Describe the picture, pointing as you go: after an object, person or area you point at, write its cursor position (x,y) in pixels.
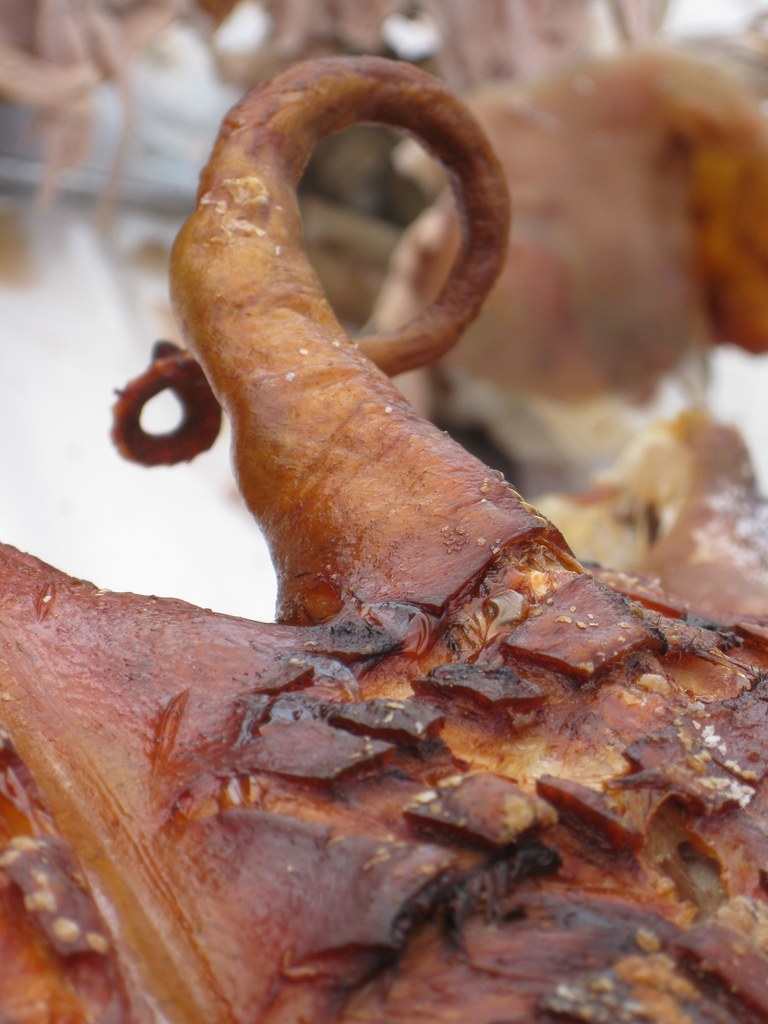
In this image I can see a food item (487,743) which is orange, brown and black in color. In the background (617,247) I can see few other items (599,278) which are blurry.
